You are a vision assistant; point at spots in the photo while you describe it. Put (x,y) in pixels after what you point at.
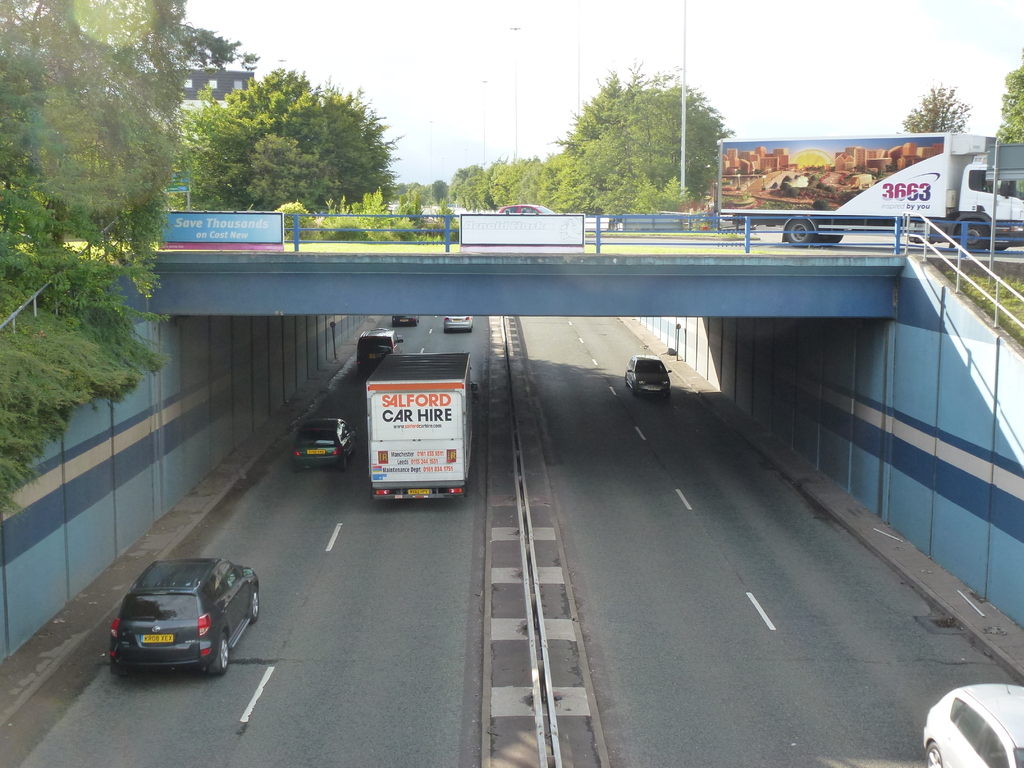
In this picture I can see few cars (342,423) and vehicles (413,450) moving on the roads (311,764) and I can see a bridge (797,274) and I can see a car (522,211) and a truck (800,208) moving on the bridge (251,303) and I can see trees (597,203), building (212,76) and a board (235,225) with some text (209,223) and I can see poles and a cloudy sky (799,55).
